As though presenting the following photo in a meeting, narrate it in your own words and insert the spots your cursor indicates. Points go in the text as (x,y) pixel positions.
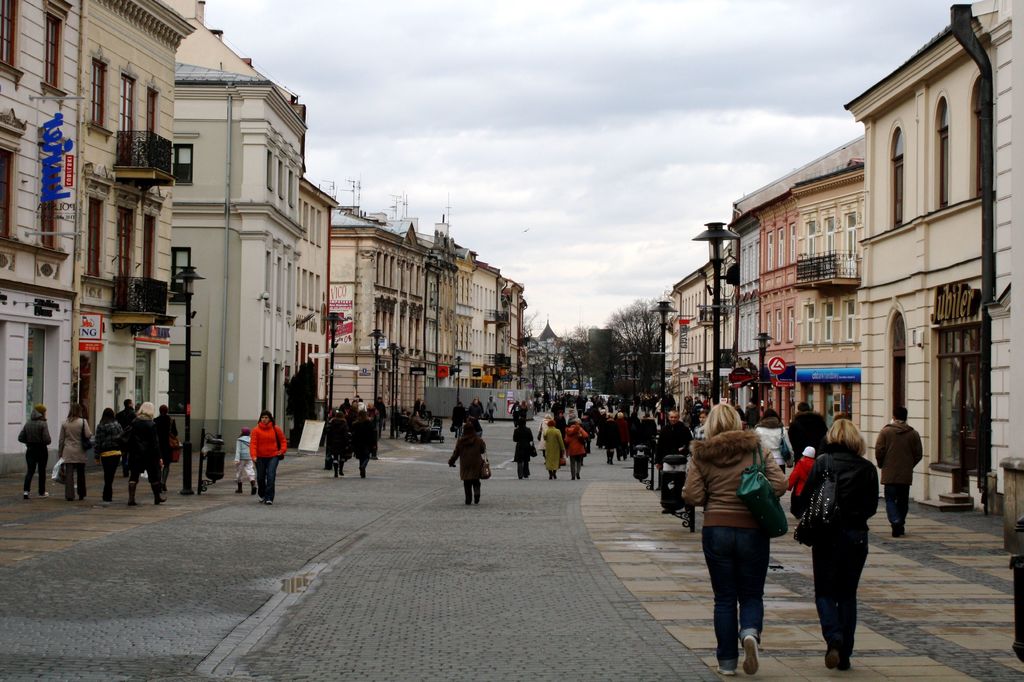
In this picture we can see a few people (631,447) walking on the path (783,543). There are a few poles (331,332), a signboard (685,335), street lights (188,391) are visible on the path (204,499). We can see a few buildings (495,316) and trees (635,323) in the background (672,342). Sky (591,222) is cloudy.
